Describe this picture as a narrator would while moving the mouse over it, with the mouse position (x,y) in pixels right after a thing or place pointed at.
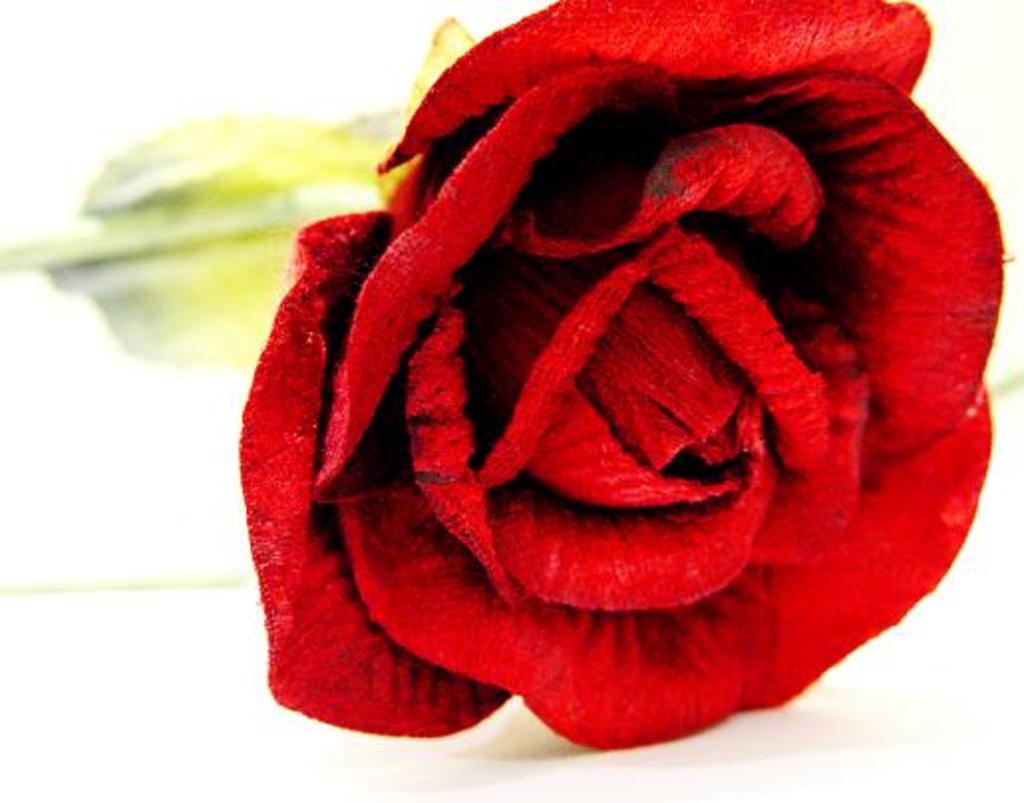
In this picture we can see a red rose (858,448) on a white platform (558,765) and in the background (196,204) it is blurry.
